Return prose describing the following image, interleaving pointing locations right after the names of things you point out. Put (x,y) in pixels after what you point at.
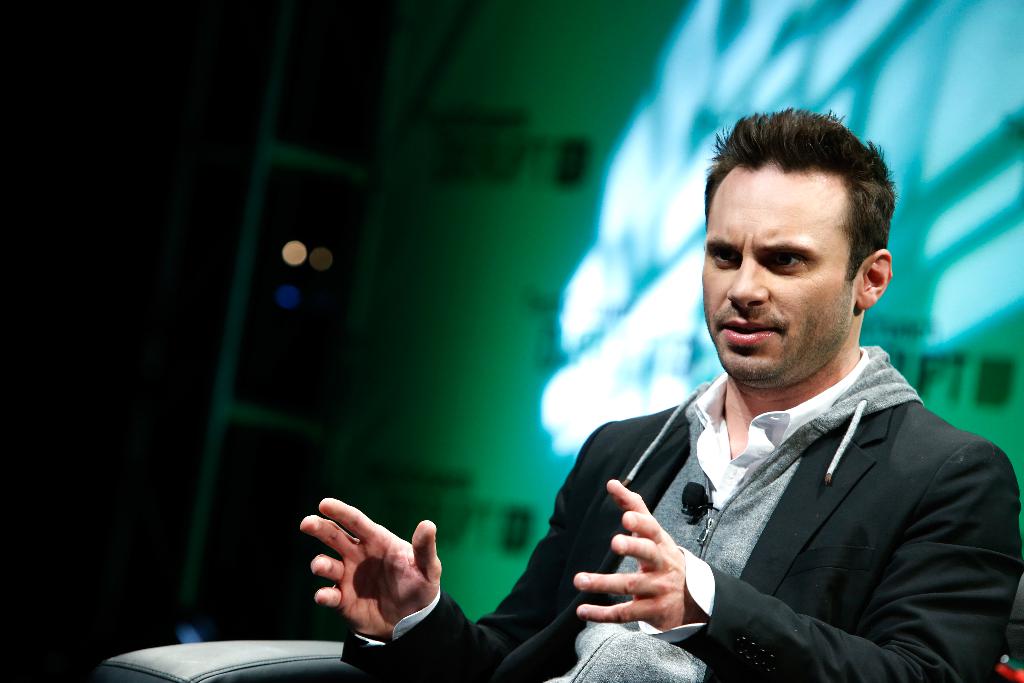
In this image there is a person (586,507) sitting on the chair (288,667). Behind him there is a banner (502,376) having some text (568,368).
